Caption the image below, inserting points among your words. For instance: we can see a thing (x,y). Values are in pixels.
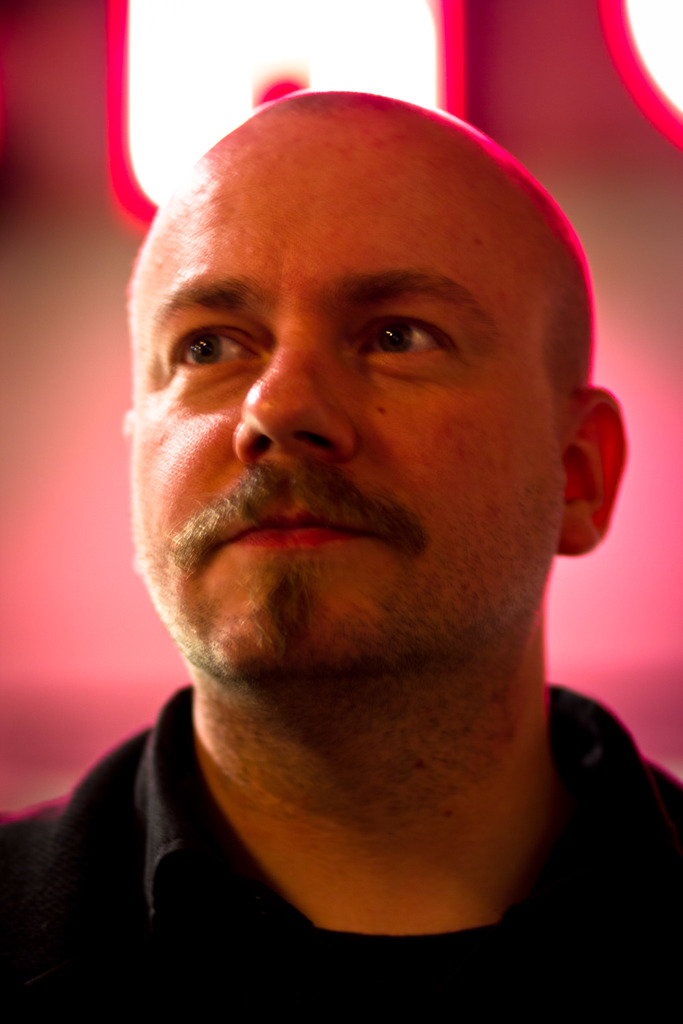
In this image in the foreground (223,430) there is one person (347,391), and the background (584,166) is blurred.
